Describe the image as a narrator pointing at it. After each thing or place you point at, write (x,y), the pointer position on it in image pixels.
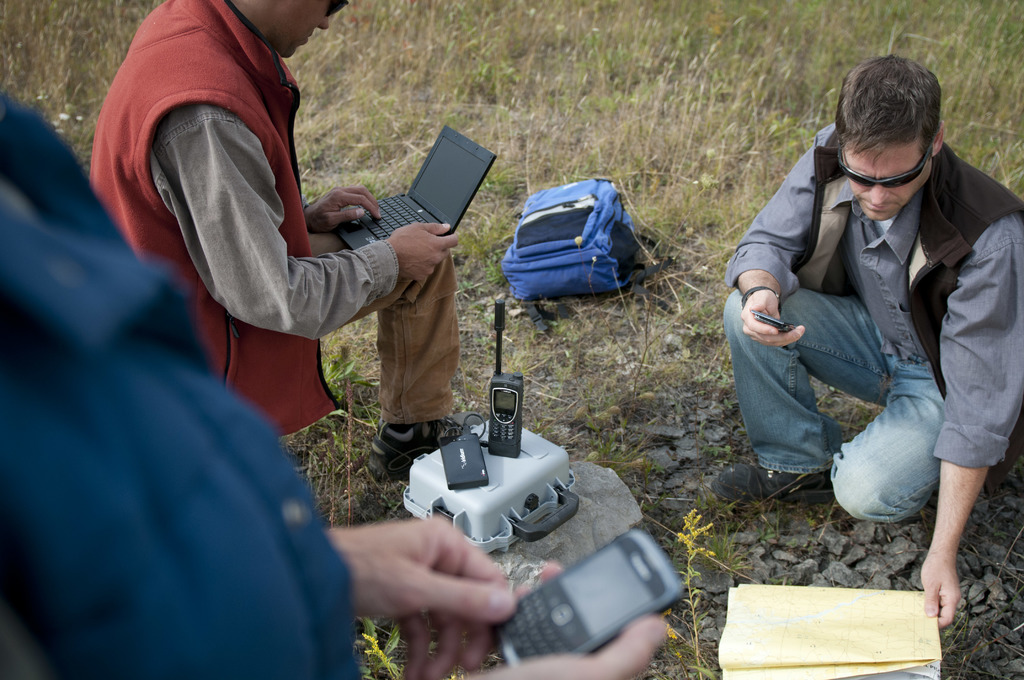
In the picture we can see a grass surface (1017,85) with a man (902,302) sitting on it and holding a mobile phone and with the other hand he is holding some papers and besides to him we can see another man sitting and holding a laptop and working and besides him we can see another person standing and holding a mobile phone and on the grass surface (703,436) we can see a charger box (433,490) with phone (496,434) and beside it we can see a bag (558,260) which is blue in color.
